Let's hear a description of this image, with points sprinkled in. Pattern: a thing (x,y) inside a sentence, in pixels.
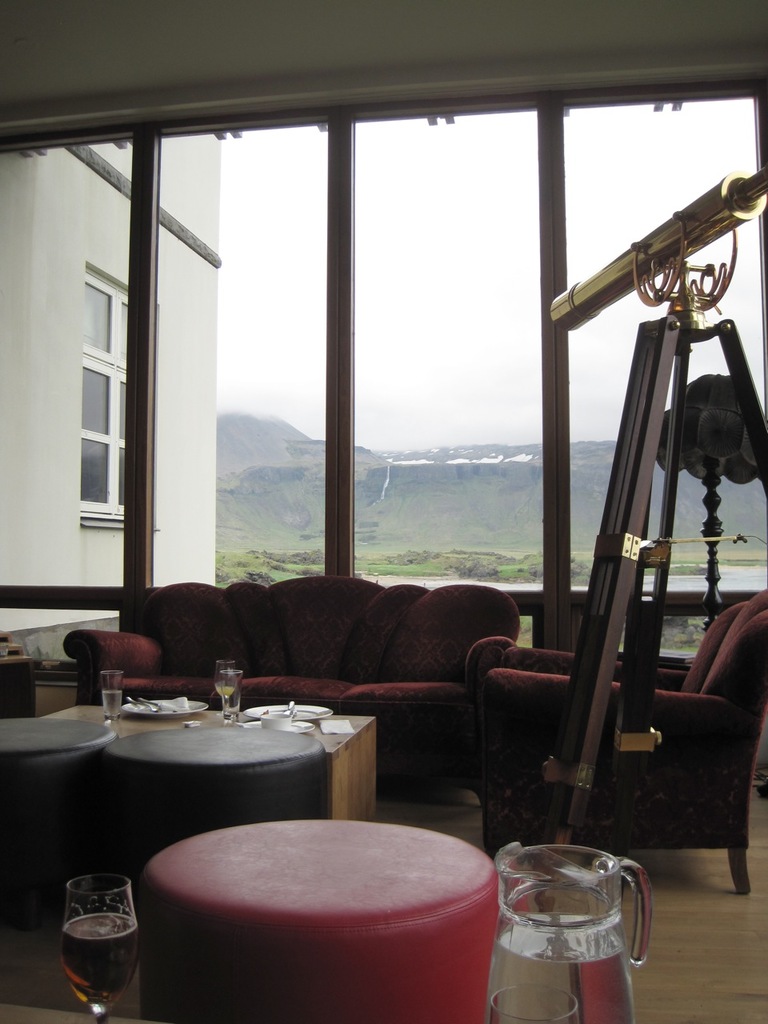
In this picture we can see the inside view of the room (188,821). In the front (208,790) we can see small round tables (233,784). Behind there is a red sofa (306,641). In the background (234,504) we can see a glass wall (359,551) and hilly with trees (425,551).
